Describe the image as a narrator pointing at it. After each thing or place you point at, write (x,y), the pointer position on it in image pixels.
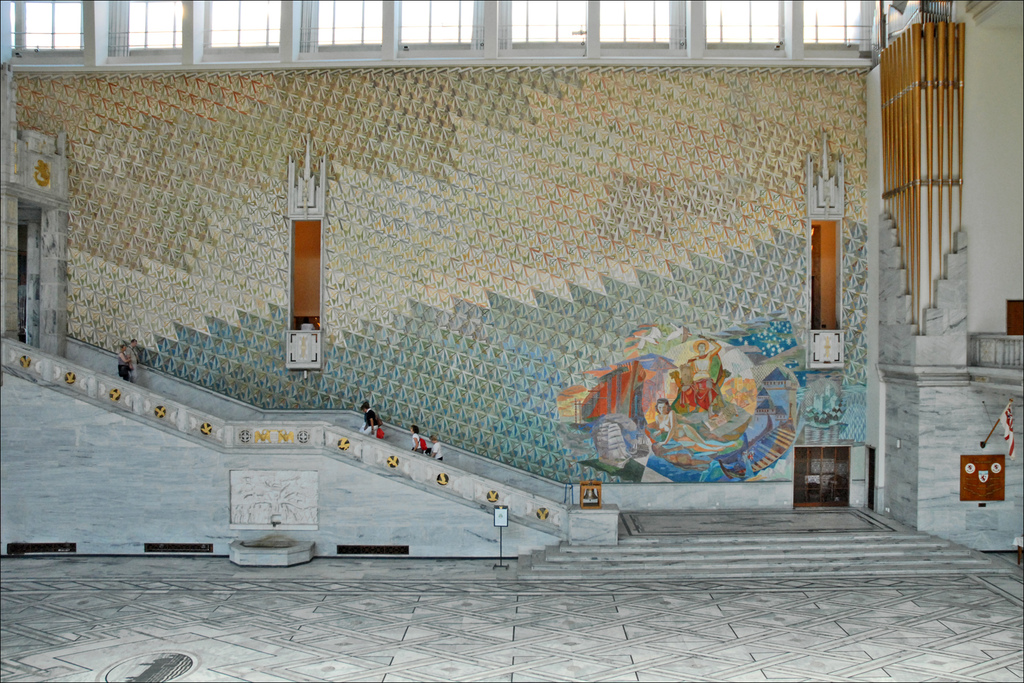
In this image I can see in the middle (365,405) few people (432,453) are walking through the stairs (363,450) and there is a painting (640,354) to this wall (717,417). At the top (244,10) there are glasses (267,37).
